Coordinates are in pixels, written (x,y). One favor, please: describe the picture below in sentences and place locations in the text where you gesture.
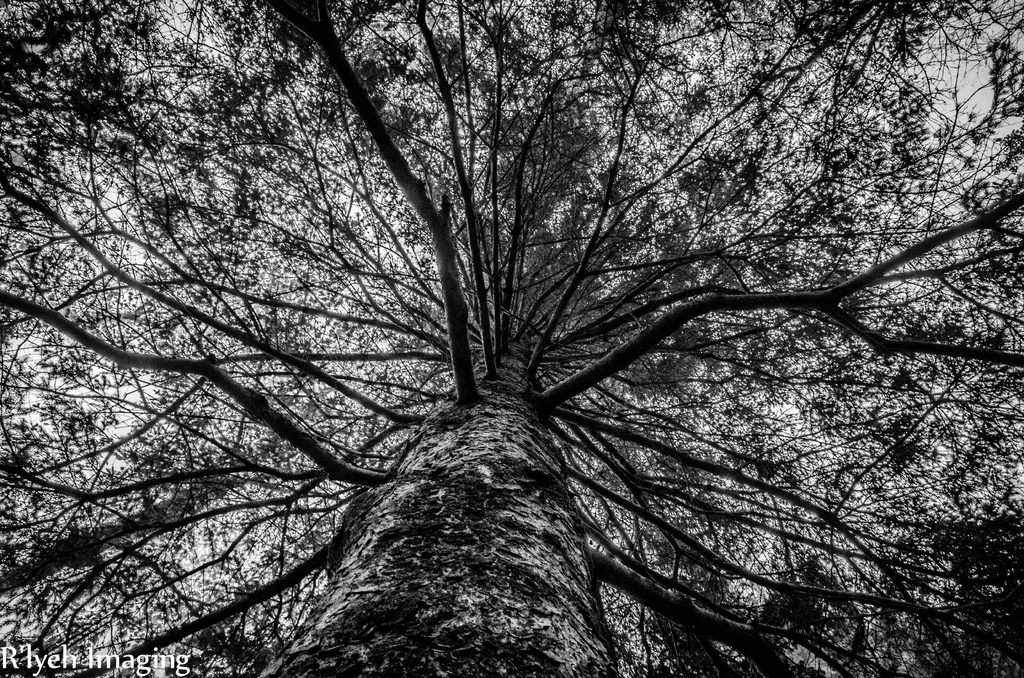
This is the picture of a tree (513,586). In this picture there is a long tree (524,190) with many branches (1020,204). At the top (942,97) there is sky (941,98). In the bottom left (135,653) there is a text (26,651).
